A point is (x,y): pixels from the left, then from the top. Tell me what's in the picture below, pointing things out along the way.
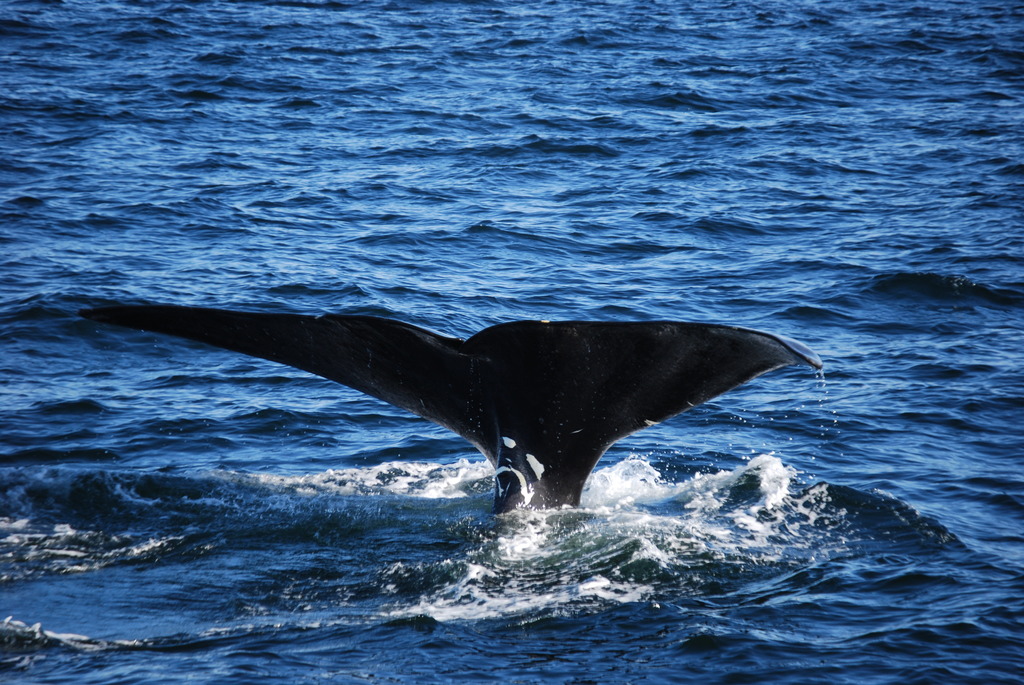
In the picture we can see a fishtail (542,400) which is black in color in the water (970,131) which is blue in color.
